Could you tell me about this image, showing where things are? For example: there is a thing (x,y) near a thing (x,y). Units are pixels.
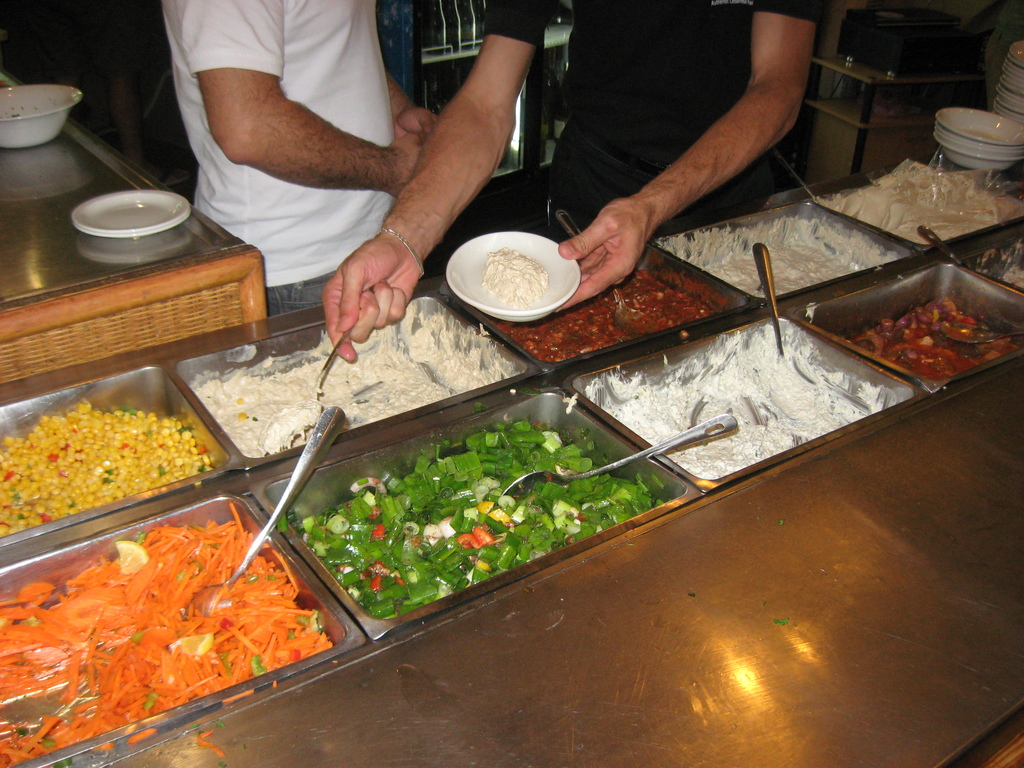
In this picture we can see bowl (192,418), we can see food (253,563) and spoons (259,536) present on these bowls (213,423), on the left side (189,290) there is a counter top (103,268), we can see a plate (107,234) and a bowl (45,121) present on the counter top (57,141), there are two persons (332,85) standing in the middle (399,276), a person (711,78) on the right side (691,76) is holding a spoon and a plate (555,300), on the right side (965,121) there are some bowls (992,125).
